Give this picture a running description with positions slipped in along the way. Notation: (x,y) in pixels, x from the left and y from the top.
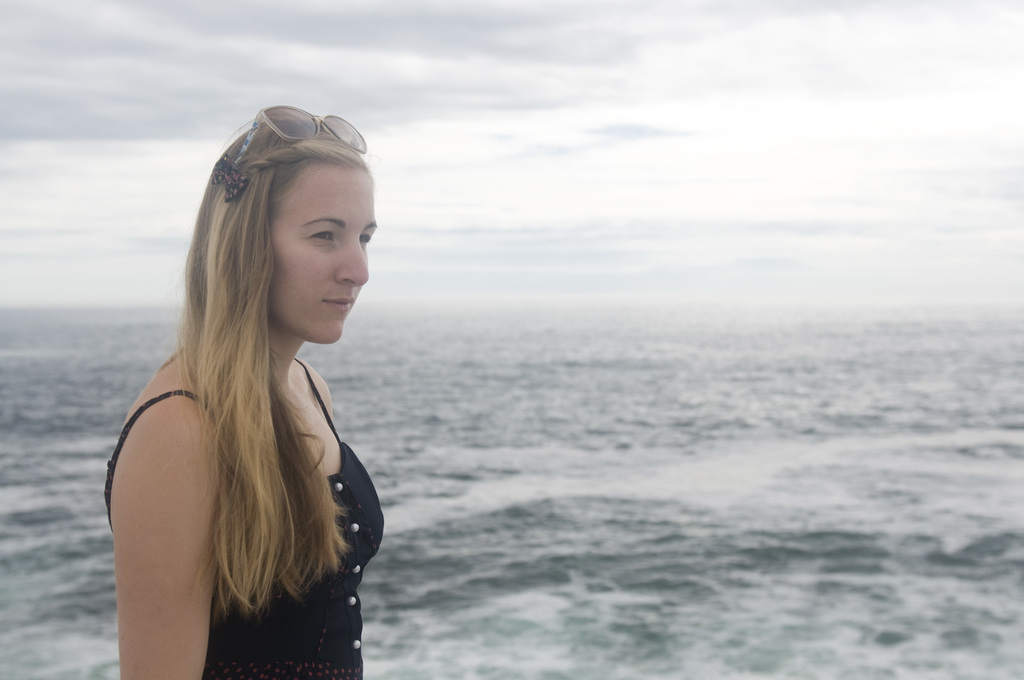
In this image we can see a lady (270,356) standing. She is wearing a black dress (327,661). In the background (697,383) there is a sea (692,418) and sky (625,156).
